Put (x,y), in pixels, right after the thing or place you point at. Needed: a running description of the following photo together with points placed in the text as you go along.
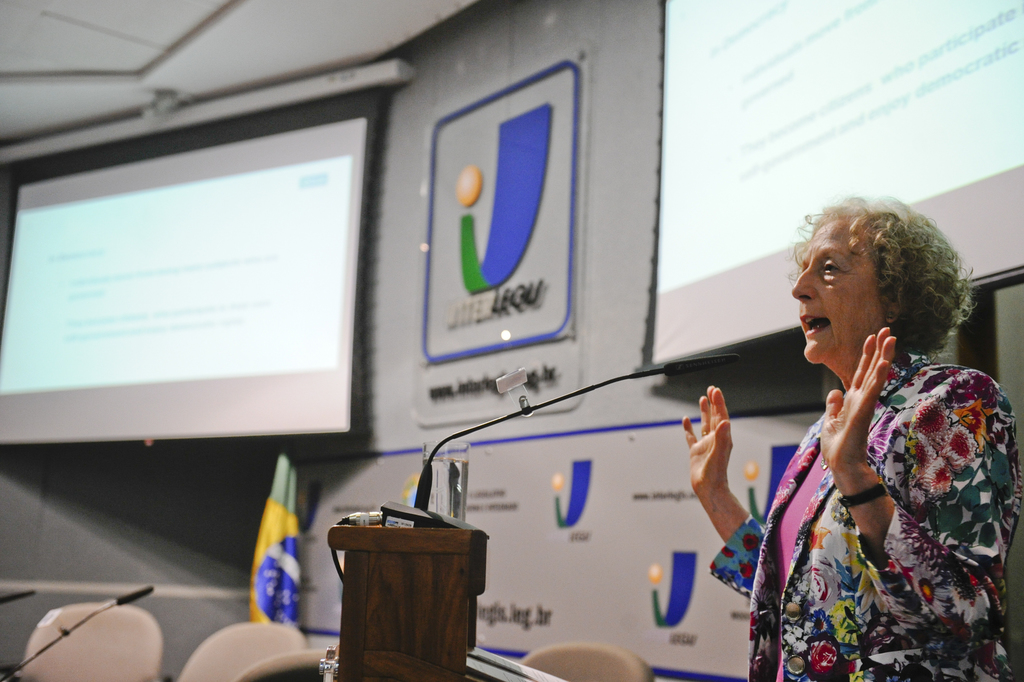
This is an inside view. On the right side (876,425) there is a woman (871,448) standing in front of the podium (410,579) facing towards the left side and speaking on the microphone (679,365). At the bottom (210,648) there are few chairs (147,645). In the background (54,333) there are two screens (197,263) attached to the wall (629,158). On the screens (183,255) I can see the text (789,60).
